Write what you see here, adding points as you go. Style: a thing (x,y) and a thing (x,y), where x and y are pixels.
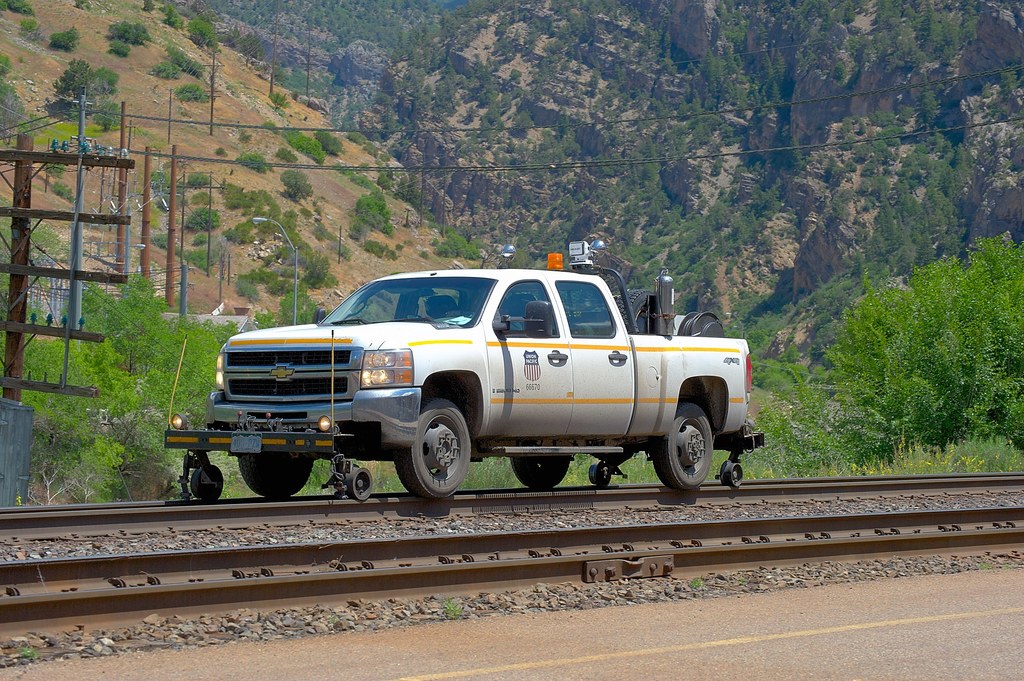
In this picture I can see the road (276,665) and I see the tracks (447,570) on which there is a vehicle (393,339) and in the middle of this picture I see the poles (23,153) and wires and in the background (368,205) I see the trees (640,129) and the plants (893,13).
